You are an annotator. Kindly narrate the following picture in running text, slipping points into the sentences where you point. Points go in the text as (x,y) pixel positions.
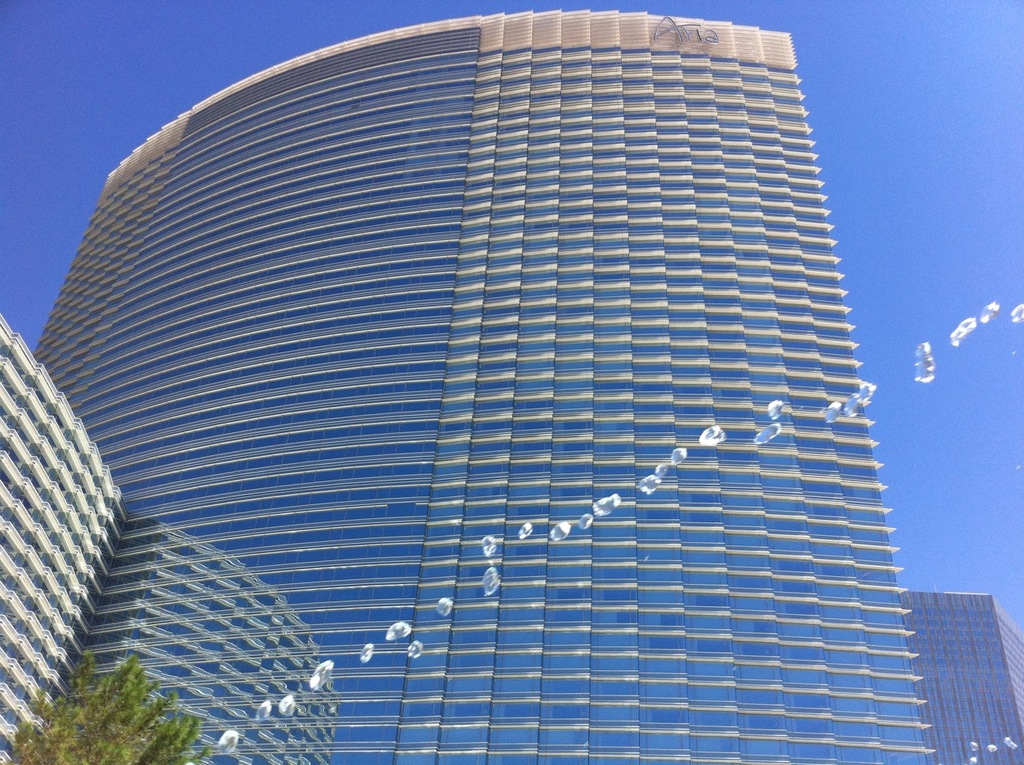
In this image we can see buildings (423,595), trees (124,716) and sky (891,435).
